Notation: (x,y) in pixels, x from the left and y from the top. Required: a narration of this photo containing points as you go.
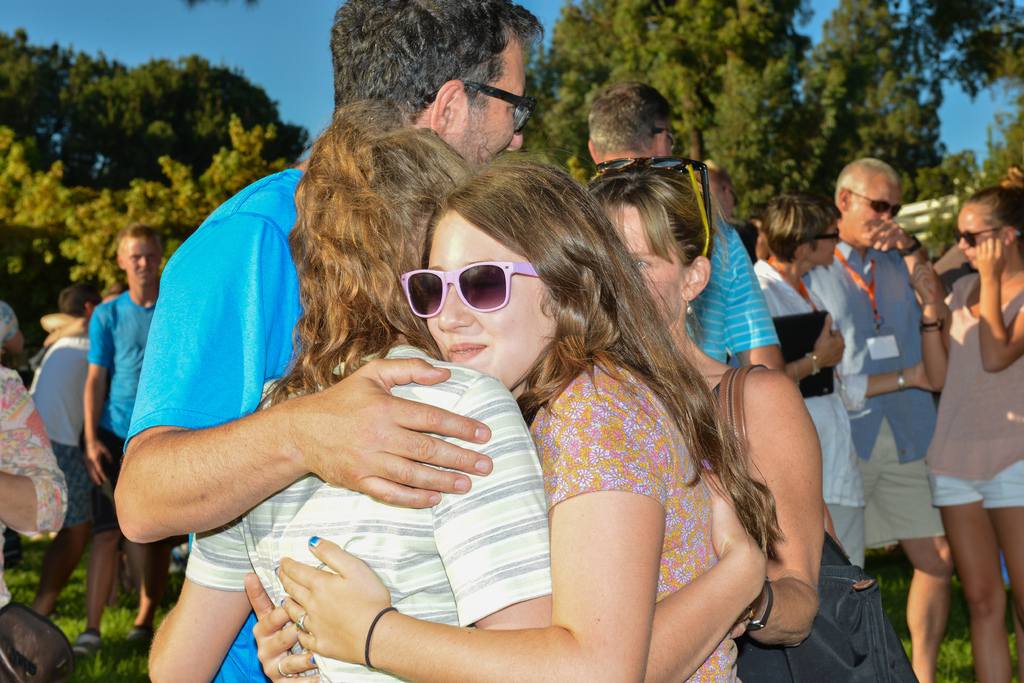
In front of the picture, we see two women (552,484) are hugging. Beside them, we see a man (195,336) in blue T-shirt (270,363) is standing. Behind them, there are many people (860,290) standing. At the bottom of the picture (119,637), we see the grass (120,623). There are trees (963,178) in the background (691,112). At the top of the picture (314,60), we see the sky (263,72).
